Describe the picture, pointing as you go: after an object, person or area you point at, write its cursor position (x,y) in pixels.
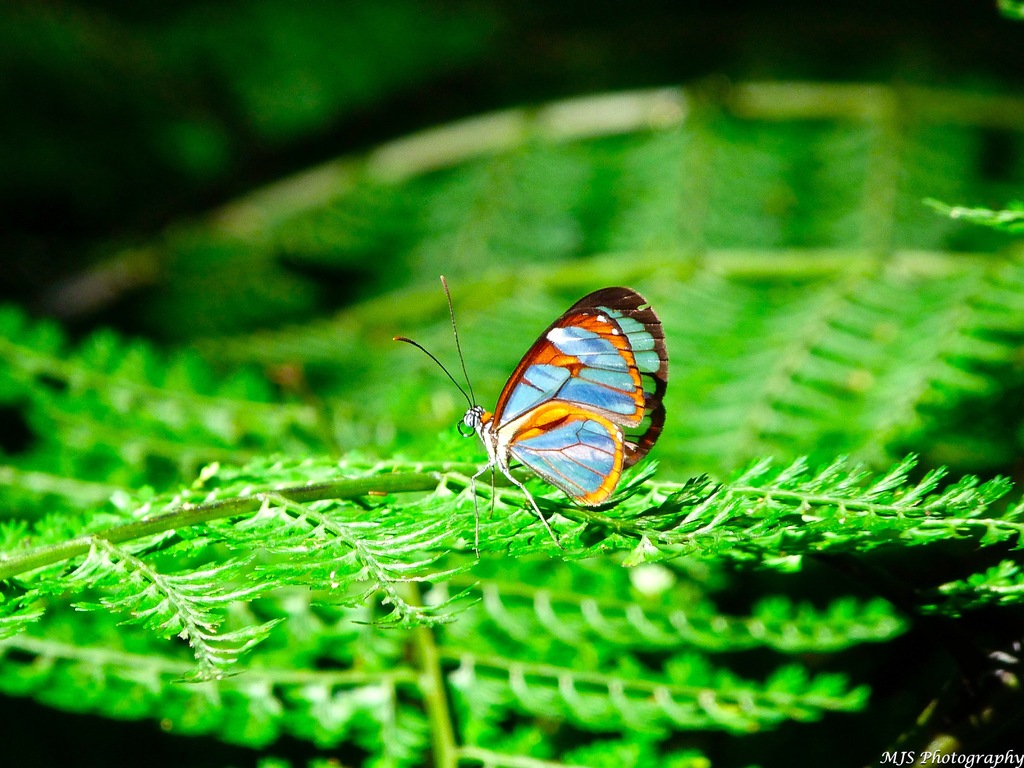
In the center of the image (514,389) there is a butterfly (485,438) on the leaf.
